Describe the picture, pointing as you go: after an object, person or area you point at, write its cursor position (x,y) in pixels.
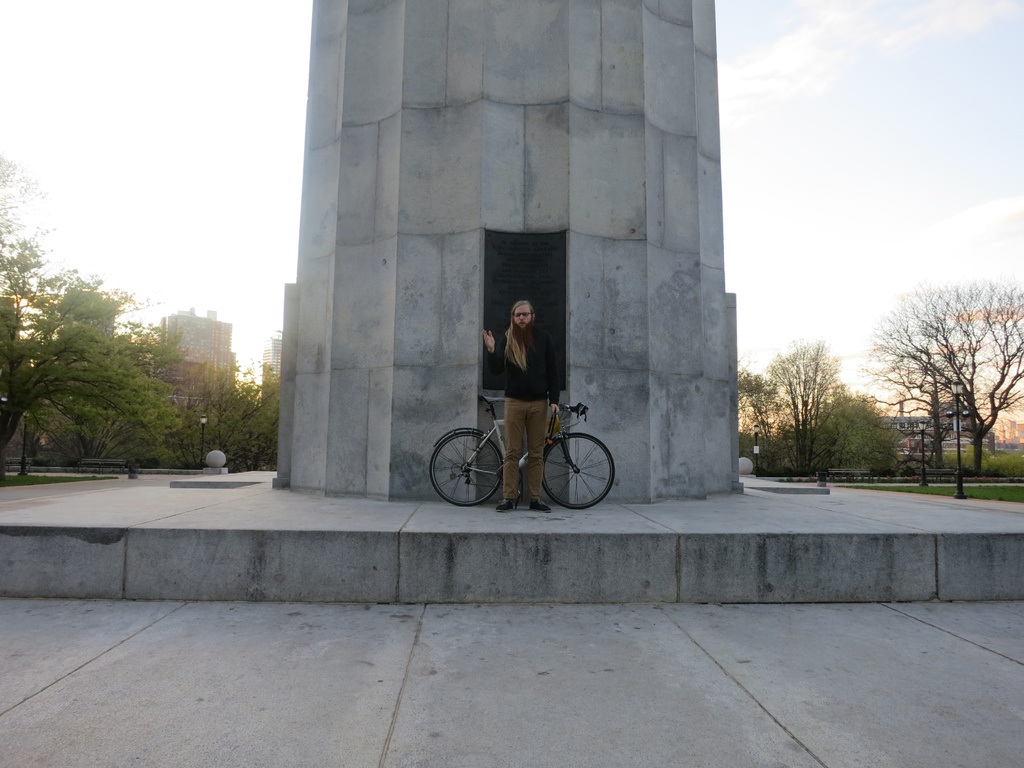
In this image we can see a cycle (546,455) and a person (544,391) standing. We can also see a tower (420,481), trees (120,382), grass (937,489), street poles (959,479), buildings (222,345) and the sky (780,202) which looks cloudy.
